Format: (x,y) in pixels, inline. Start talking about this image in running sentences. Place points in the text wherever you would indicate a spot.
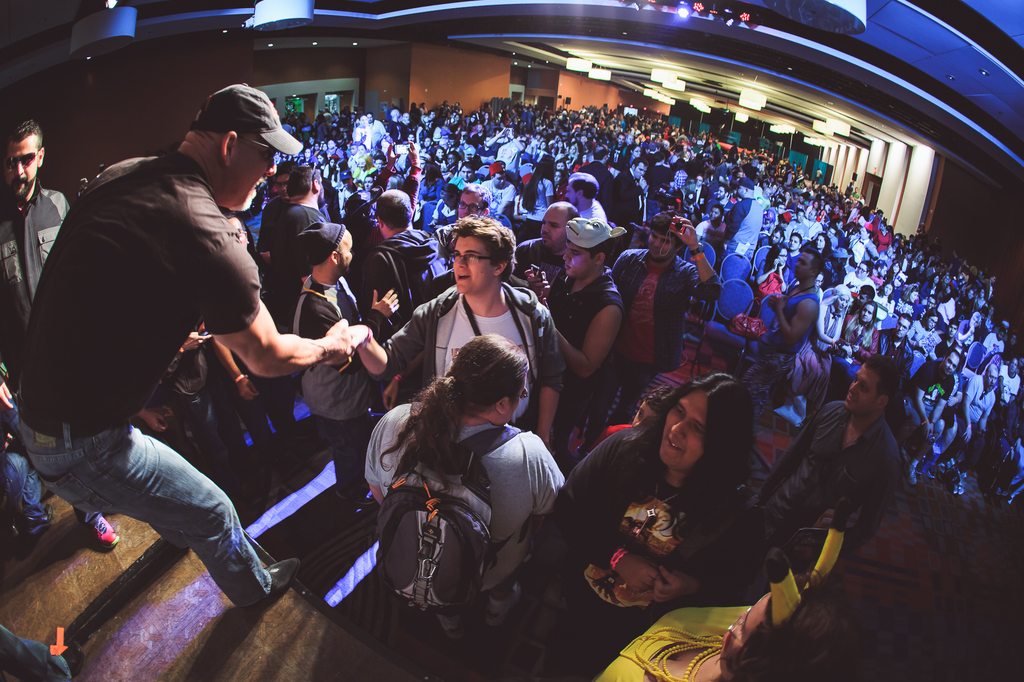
This is an inside view. Here I can see a crowd of people (440,363). On the left side (172,343) there is a man (191,518) standing on the stage (148,568) and looking at the person (472,297) who is in front of him. At the top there are few lights (665,78).
